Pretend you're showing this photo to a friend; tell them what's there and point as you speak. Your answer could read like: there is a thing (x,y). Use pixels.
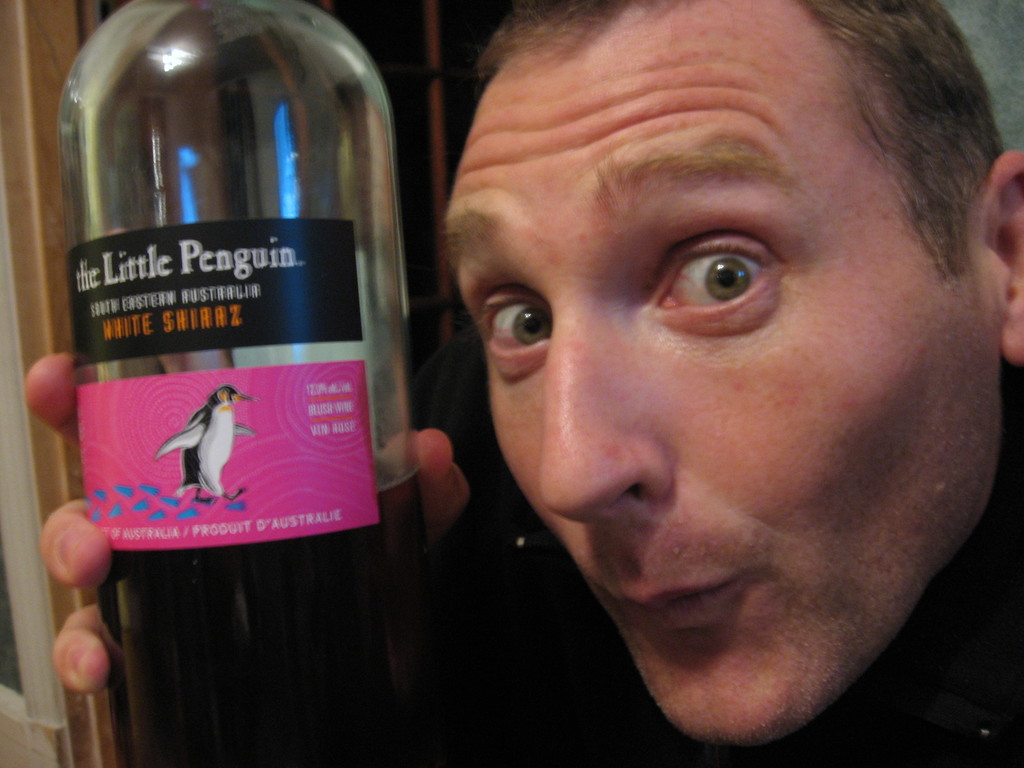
Here we can see one person (692,251) holding wine bottle (295,505), which is named as "Little penguin".
